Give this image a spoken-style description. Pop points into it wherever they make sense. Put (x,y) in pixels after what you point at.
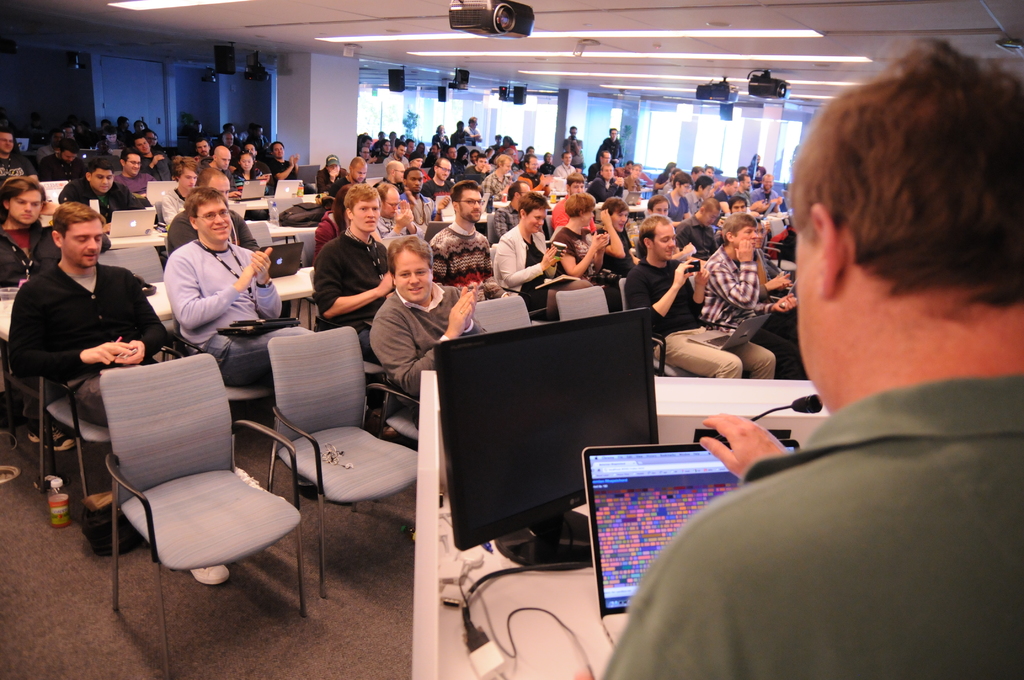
In this image we can see a group of people (363,261) sitting on the chairs (344,326) and the tables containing the laptops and bags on them. We can also see a bottle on the floor (277,602), a group of people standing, some pillars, speaker boxes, windows (450,121), cameras (250,69) and a roof (658,80) with some ceiling lights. In the foreground (468,546) we can see a man (1013,373) standing beside a speaker stand (568,612) containing the monitors (525,560), wires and a mic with a stand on it.
